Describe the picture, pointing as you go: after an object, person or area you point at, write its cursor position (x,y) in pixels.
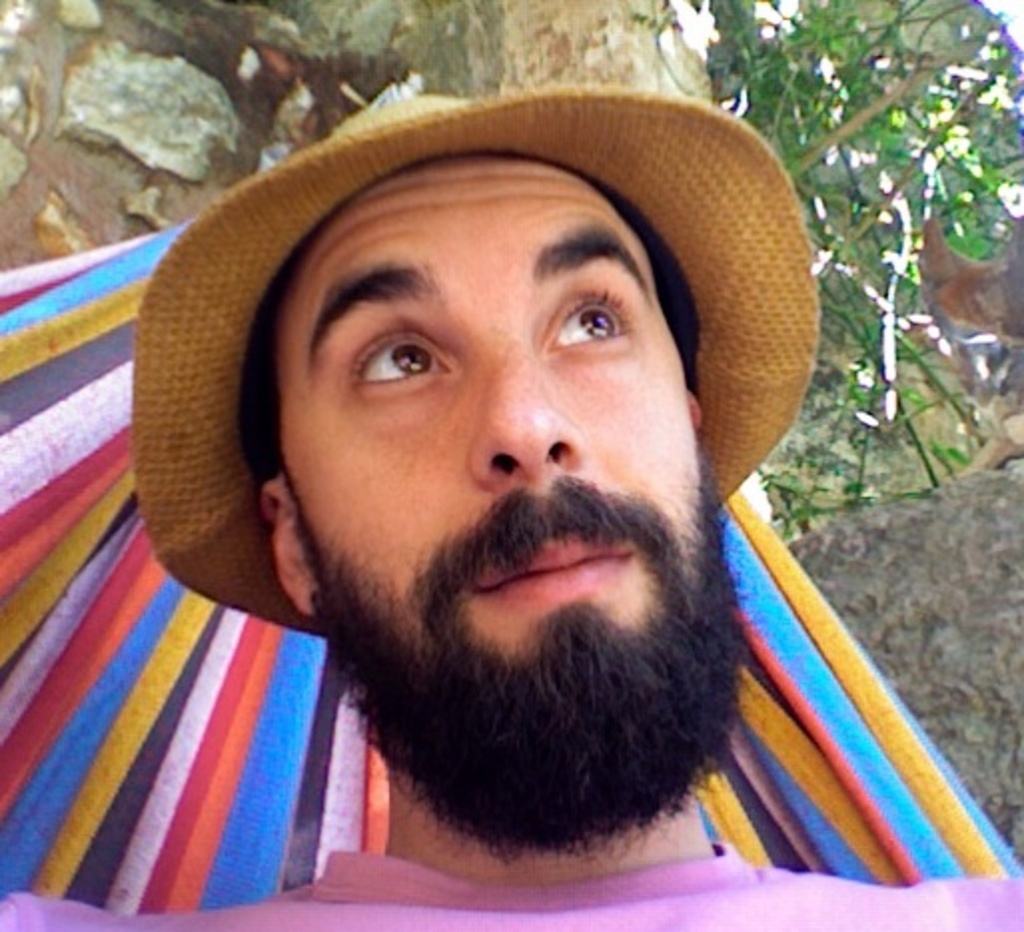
In this picture we can see a man (378,477) wore a cap (369,176) and in the background (833,295) we can see a cloth (740,558), rock (795,556) and trees (452,61).
